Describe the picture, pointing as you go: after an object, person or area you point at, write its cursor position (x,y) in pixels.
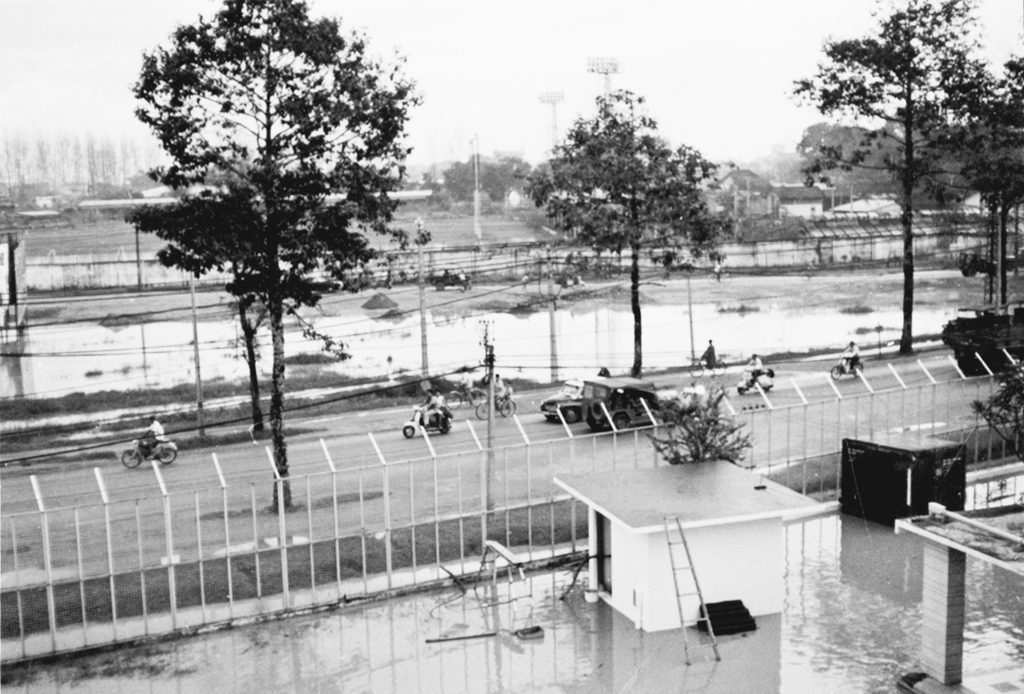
In this black and white image there are few vehicles (133,443) are moving on the road (171,471) and there is a railing (431,449) and a few tables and some other objects (922,471) are on the floor (487,596). In the background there are trees (279,154), water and a sky (503,36).
